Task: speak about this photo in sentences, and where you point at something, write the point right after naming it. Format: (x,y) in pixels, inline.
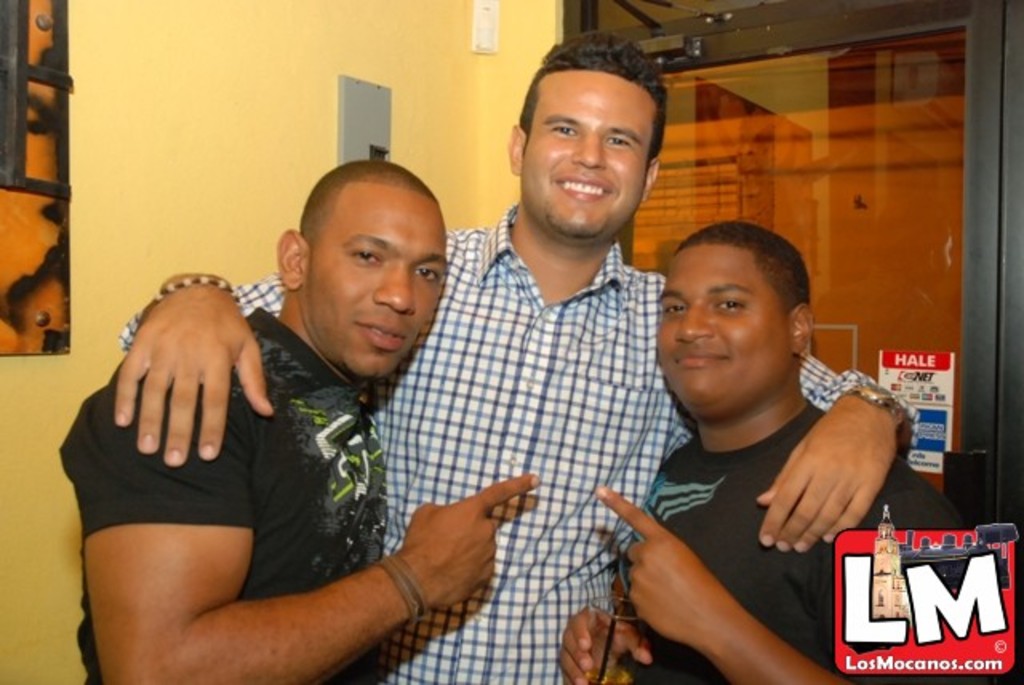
In this picture we can see three people (419,541) and in the background (29,521) we can see a wall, door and some objects (2,33), in the bottom right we can see a logo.
